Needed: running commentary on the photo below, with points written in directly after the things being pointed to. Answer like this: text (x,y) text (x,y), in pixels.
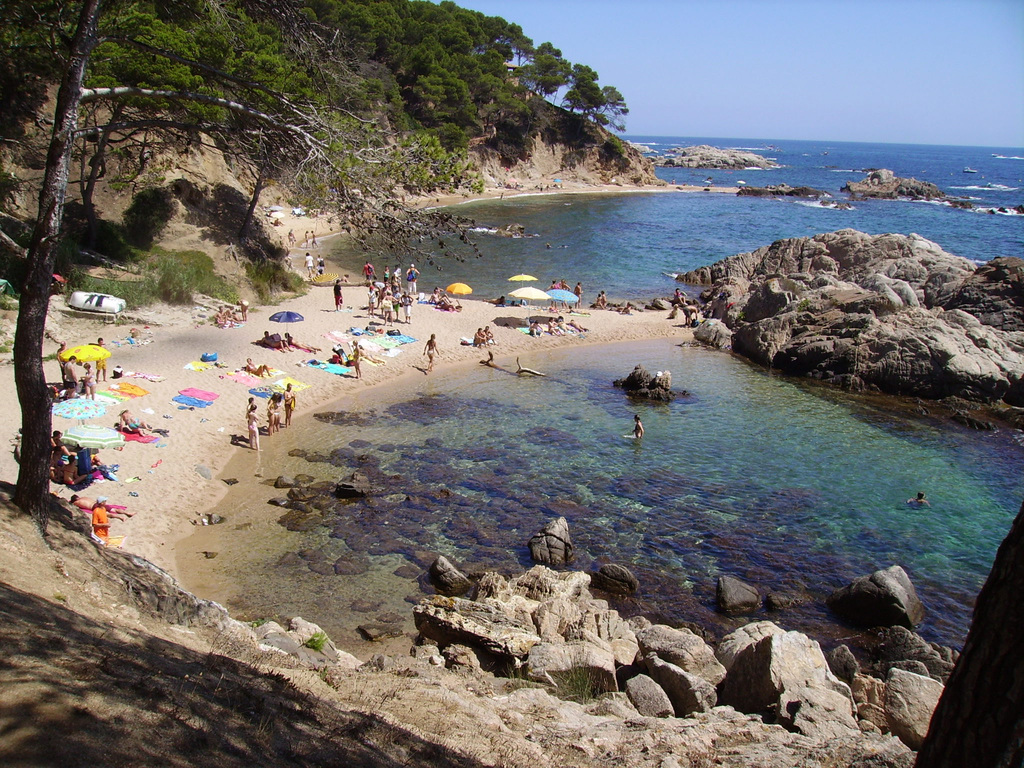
Bottom right side of the image (722,539) there are some stones (984,418) and water (995,435). Top right side of the image (871,126) there is sky (753,133). Bottom left side of the image (120,520) few people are standing and sitting and there are some clothes (256,393) and umbrellas (78,417). Top left side of the image (234,65) there are some trees (144,40) and hills (118,200).
